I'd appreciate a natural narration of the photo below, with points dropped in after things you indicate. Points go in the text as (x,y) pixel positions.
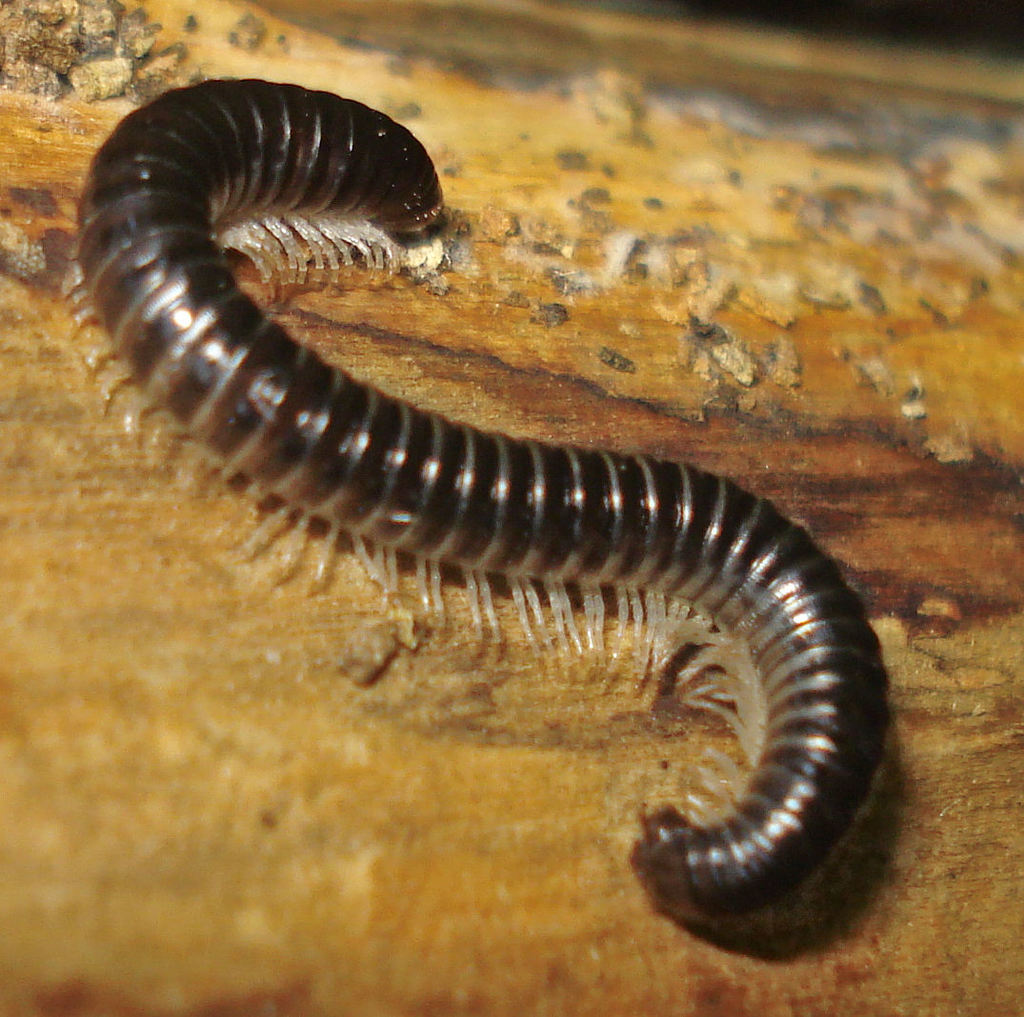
In the picture I can see an insect (482,527) on a wooden surface (560,763). The insect (251,397) is dark in color.
